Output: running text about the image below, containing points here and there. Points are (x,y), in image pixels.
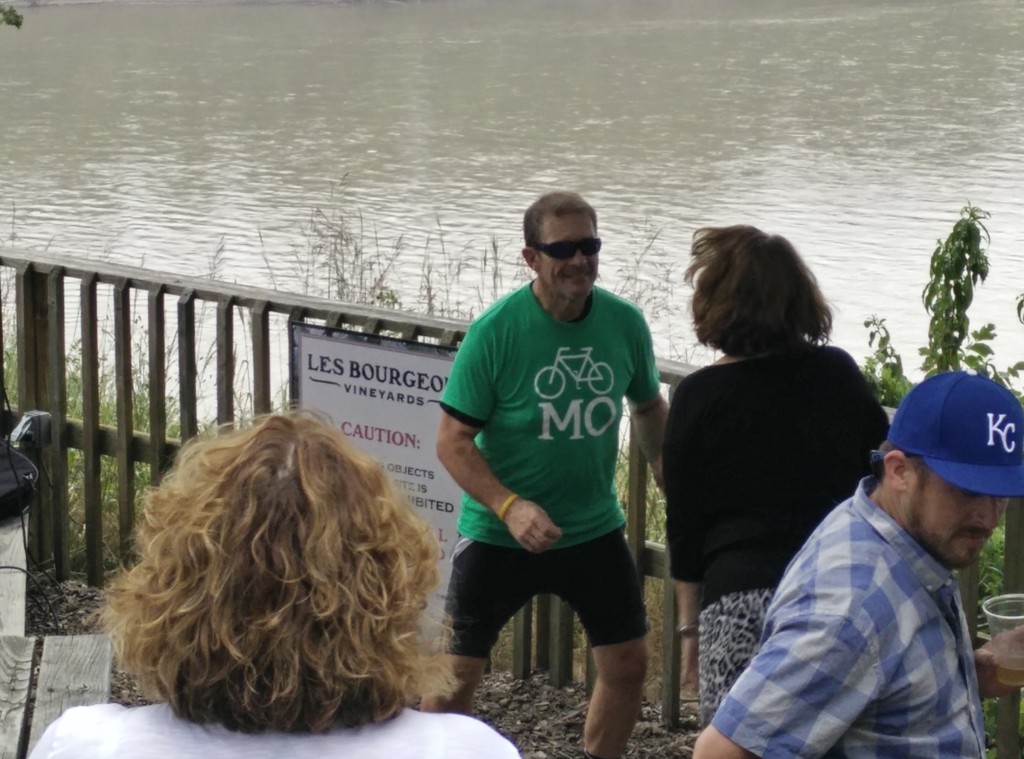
In this picture I can see few people (789,543) standing and talking, fencing (121,381) and water flow (354,133).
